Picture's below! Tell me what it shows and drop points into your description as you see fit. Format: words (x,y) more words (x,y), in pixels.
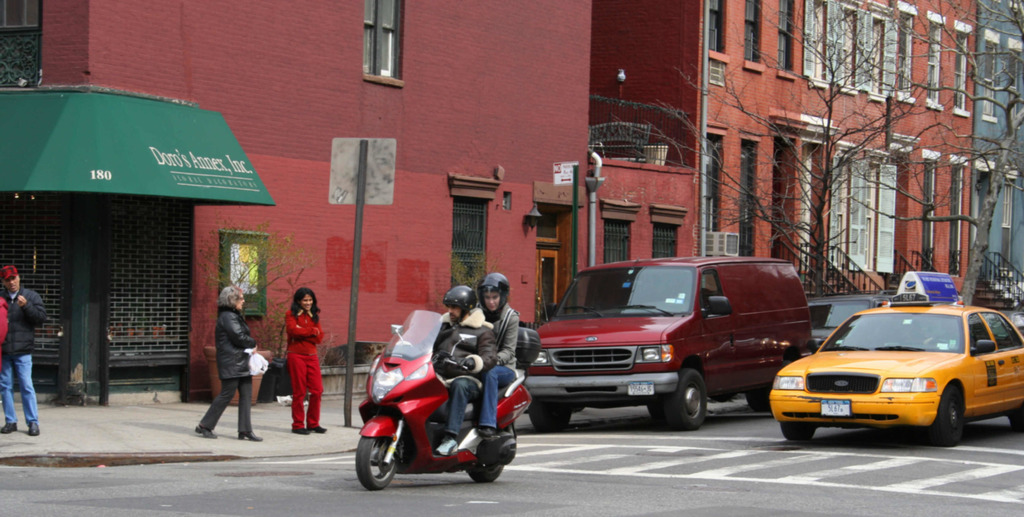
In this image we can see two persons (461,398) are riding on a bike (422,433) on the road (523,425). In the background (310,351) we can see few persons (231,363), vehicles (646,369), plants (381,351), trees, buildings (463,106), windows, boards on the poles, railings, steps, shutters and other objects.
